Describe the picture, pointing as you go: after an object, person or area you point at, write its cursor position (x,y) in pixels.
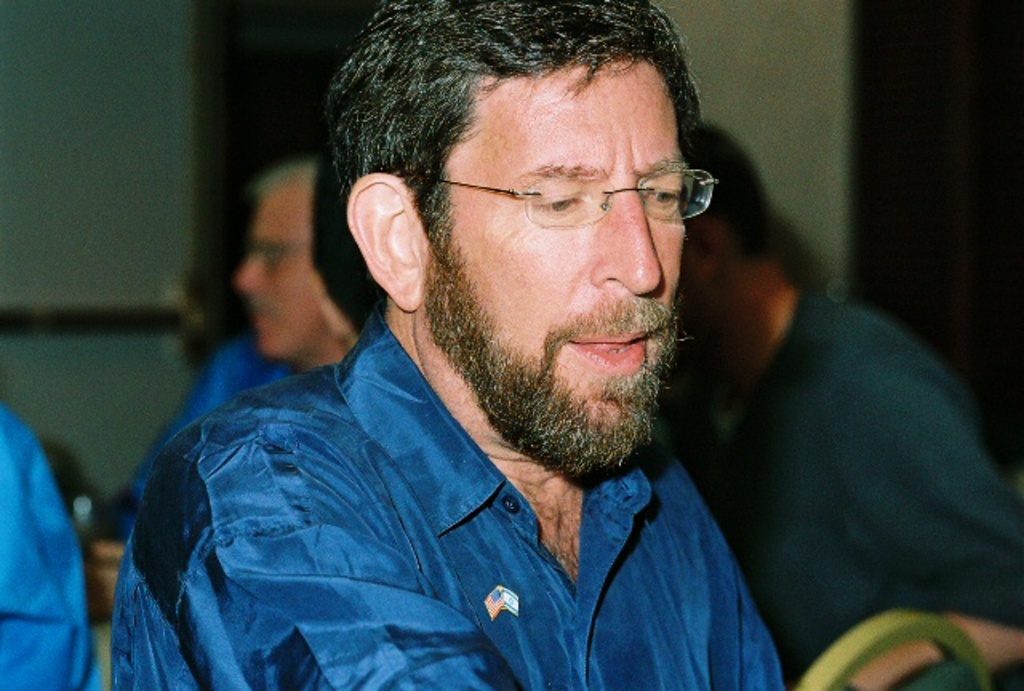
In this image I can see the person (416,495) and the person (442,543) is wearing blue color dress (457,543). In the background (939,438) I can see few other people (766,500) and the wall (774,61) is in cream color.
